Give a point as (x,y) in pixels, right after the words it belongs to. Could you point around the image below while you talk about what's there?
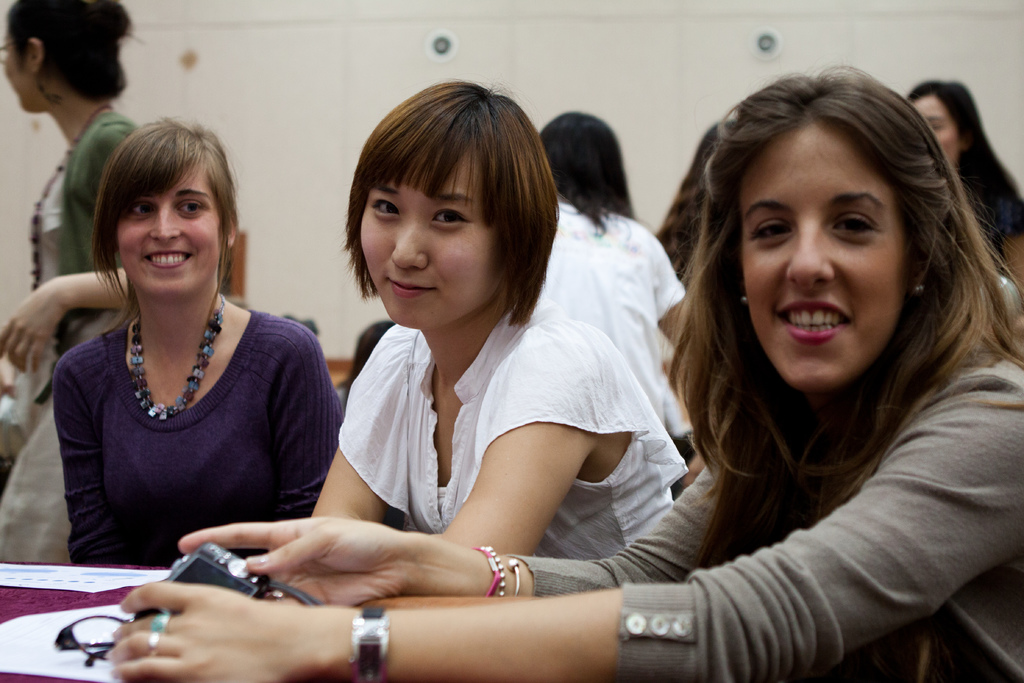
In this image we can see group of women (510,328). one woman (876,371) is holding a camera (223,576) in her hand (249,647). In the left side of the image (66,56) we can see a woman (66,69) wearing spectacles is standing. In the background (782,46) we can see some lights (766,42) on wall (284,87).
